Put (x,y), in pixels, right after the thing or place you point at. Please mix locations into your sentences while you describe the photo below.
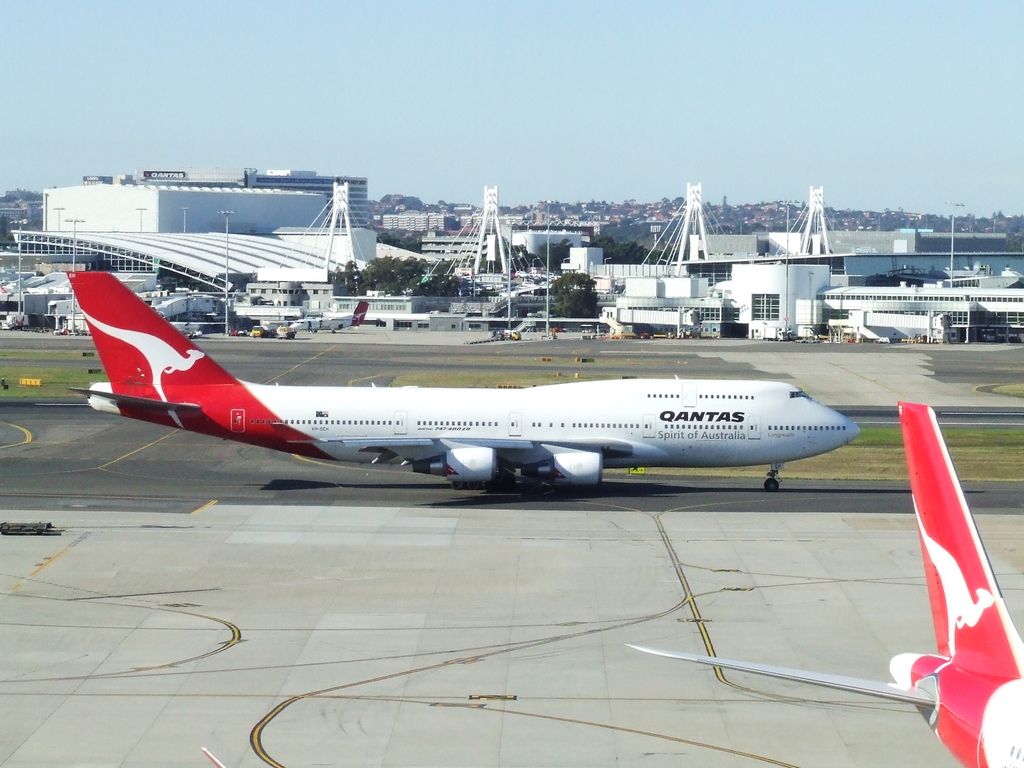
In the center of the image (650,418) there is an aeroplane (555,427) on the runway (400,518). At the bottom right corner (932,525) we can see an aeroplane wing (896,697). In the background (796,338) there are buildings (154,277), vehicles (775,338), trees (609,235) and sky (549,120).
